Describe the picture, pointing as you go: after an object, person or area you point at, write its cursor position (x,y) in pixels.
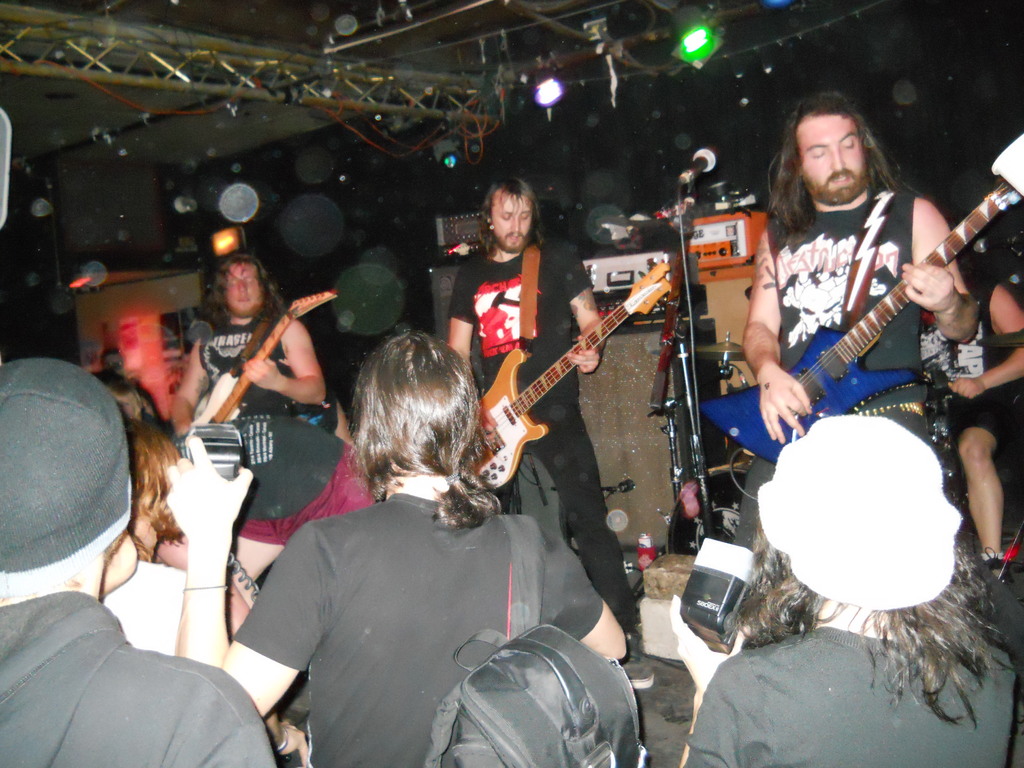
As we can see in the image there are few people (791,364) holding guitars (282,335) in their hands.
